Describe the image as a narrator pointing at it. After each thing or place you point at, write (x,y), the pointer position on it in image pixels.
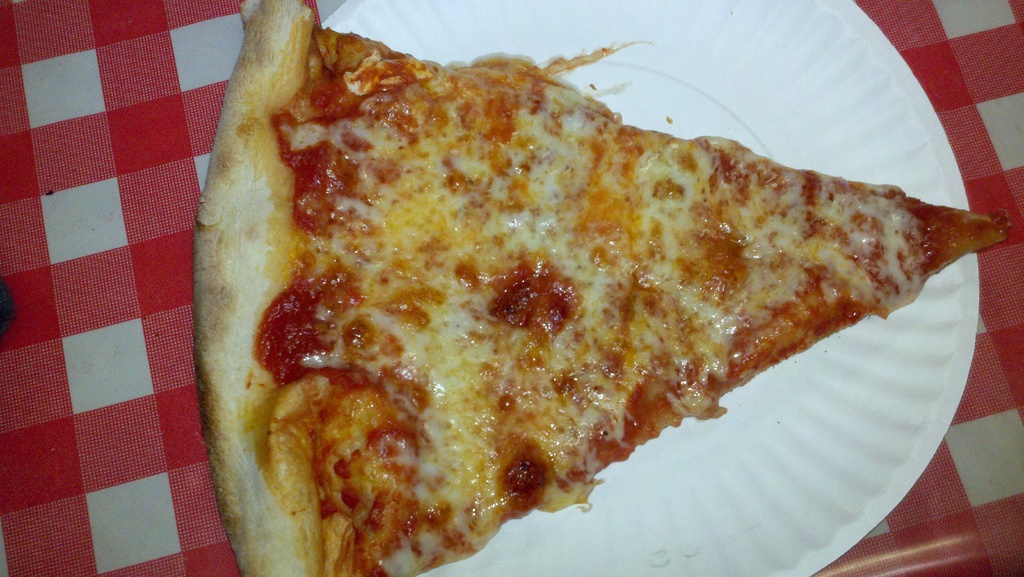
In the center of the image (540,328) we can see a slice of pizza (310,322) and a plate (717,501) placed on the table (935,508).
